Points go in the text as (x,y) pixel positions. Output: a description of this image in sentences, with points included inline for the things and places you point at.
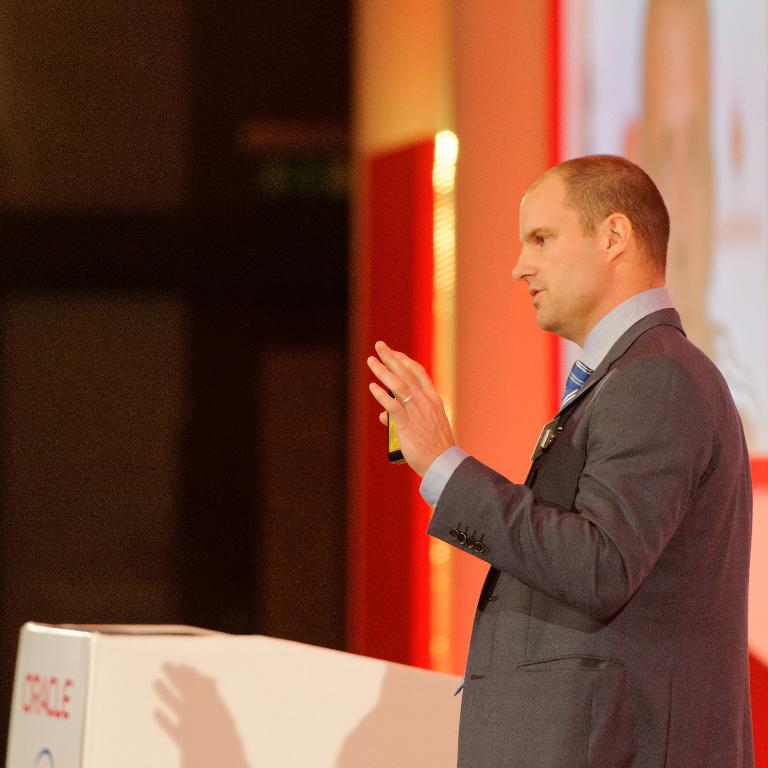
In this image there is a person (663,408) standing wearing suit (496,521) and a tie (573,397) holding an object (396,423) in his hand (409,439), beside him there is a box (60,652) in the background (404,73) it is blurred.
